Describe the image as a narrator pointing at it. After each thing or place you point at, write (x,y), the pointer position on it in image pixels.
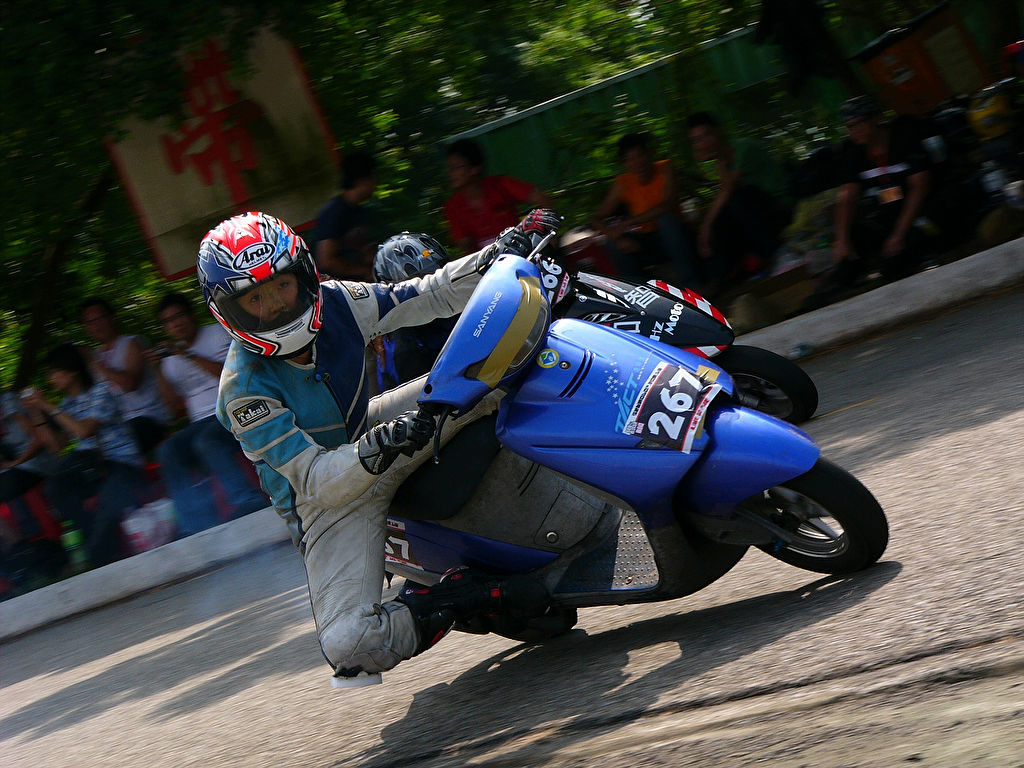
In this image two persons (410,437) are sitting on the motorcycles (552,458). They are wearing helmets (316,316). Behind there are few persons (617,200) sitting before the fence (593,140). Left top there is a board (164,175). Background (347,54) there are few trees (380,114).
